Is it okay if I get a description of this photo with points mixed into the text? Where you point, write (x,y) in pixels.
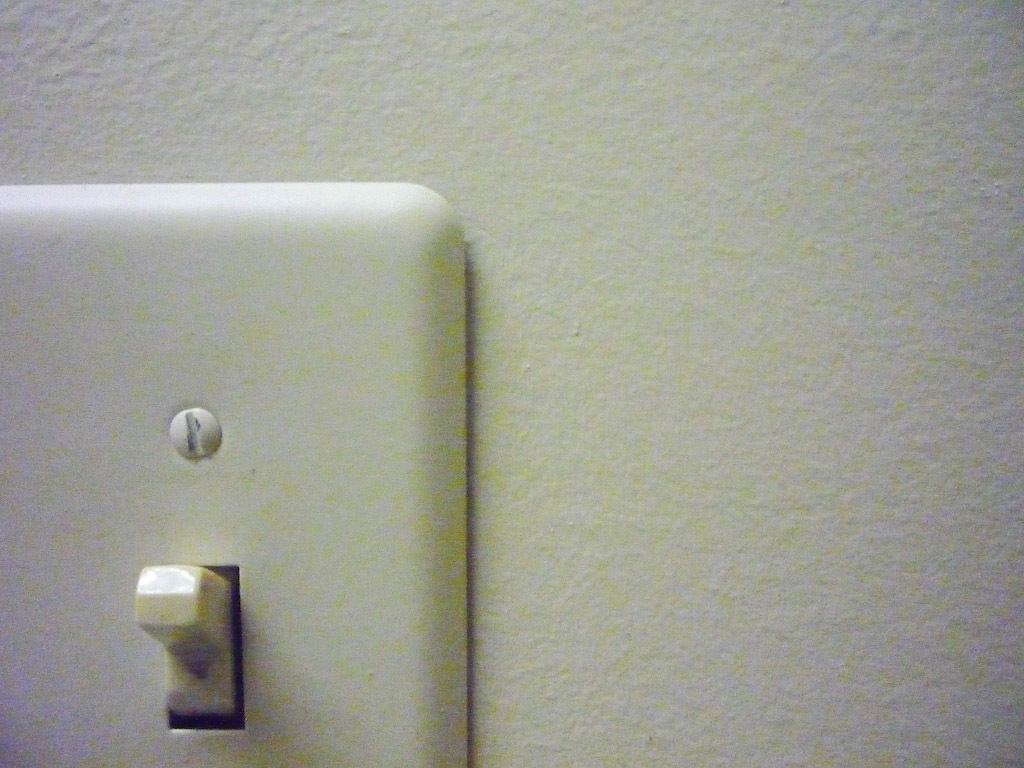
In this image there is a switch board (239,456) on the left side of this image (255,399) and there is a wall (462,159) in the background (541,181).
